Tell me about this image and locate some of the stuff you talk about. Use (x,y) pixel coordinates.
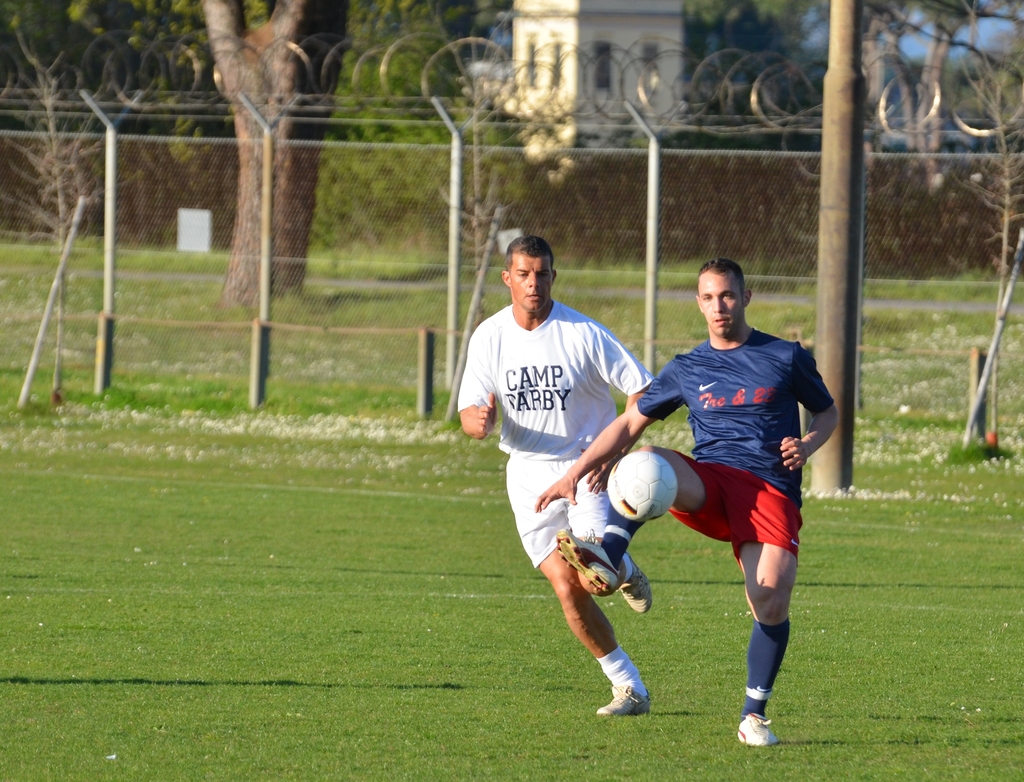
In this picture we can two players (607,522), one wearing blue color t-shirt (743,448) and red shorts (746,495) playing football in the grass ground (347,650). Behind we can see fencing grill (282,170). In the background (252,98) we can see some tree (251,70) and white color house (543,83).
